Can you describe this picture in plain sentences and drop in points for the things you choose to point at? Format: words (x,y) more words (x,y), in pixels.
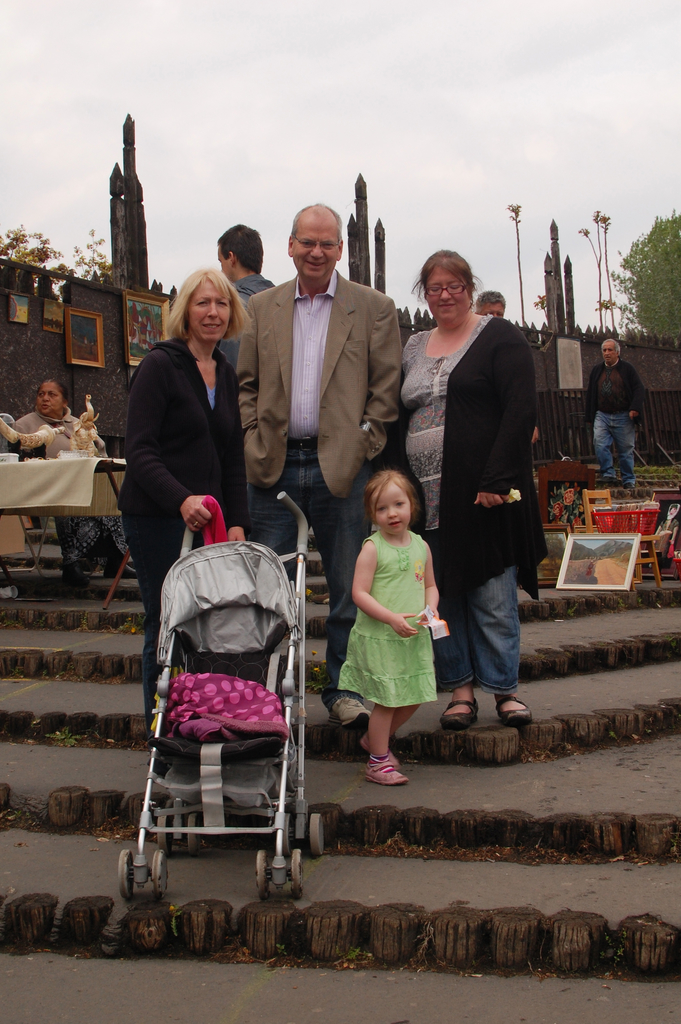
In this picture we can see some persons (383,296) are standing. This is baby stroller (191,560). There is a table (70,504). On the background (501,42) there is a sky (376,169). And this is wall (113,426) and these are the frames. Here we can see a tree (656,268).
